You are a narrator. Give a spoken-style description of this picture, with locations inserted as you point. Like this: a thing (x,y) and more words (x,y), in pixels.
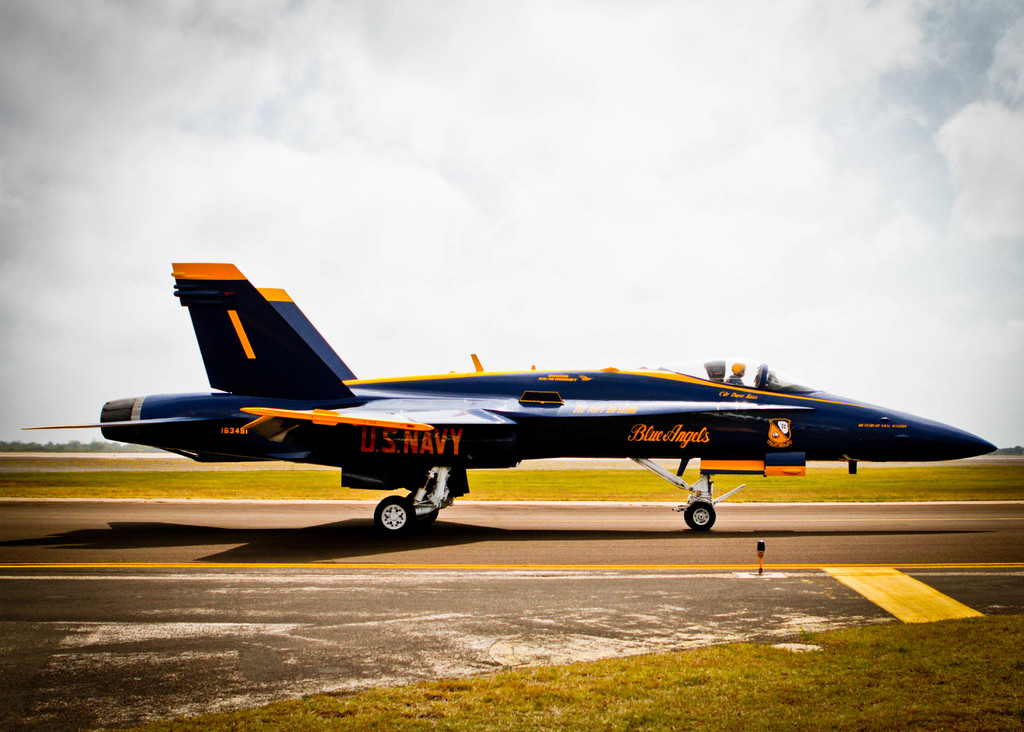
In this image we can see a jet plane (493,406) standing on the ground (483,553). In the background (876,365), we can see a cloudy sky (738,169).
